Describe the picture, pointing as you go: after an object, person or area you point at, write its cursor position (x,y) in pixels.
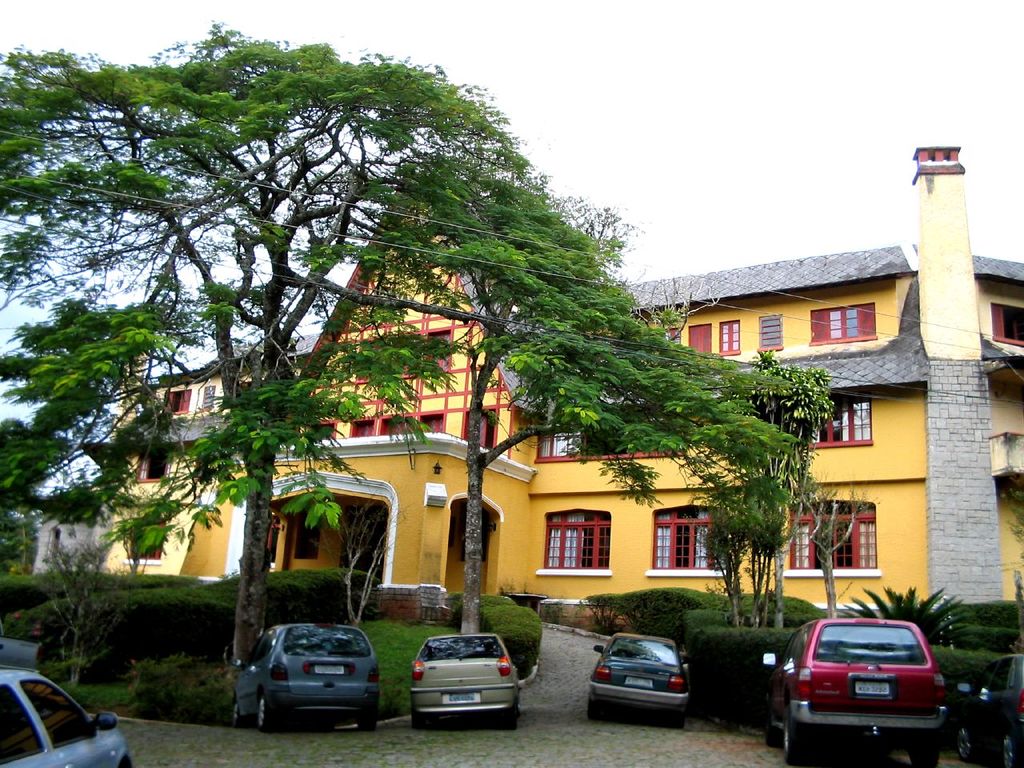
In the image we can see the building (680,490) and these are the windows (602,522) of the building (642,552). There are even vehicles (260,692) and trees (222,474). Here we can see the grass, plants (195,623), electric wires (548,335) and the white sky (763,93).
